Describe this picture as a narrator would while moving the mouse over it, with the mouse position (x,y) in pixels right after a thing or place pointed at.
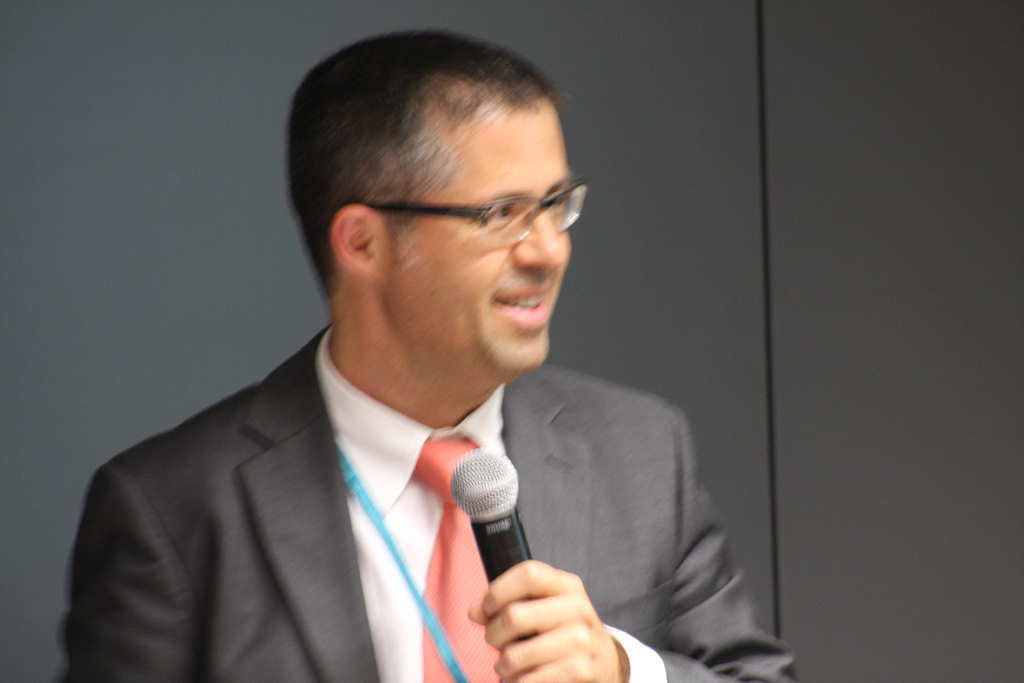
In this picture we can see a man (431,632) who is holding a mike (477,483) with his hand (496,638). He is in suit (324,530) and he has spectacles (507,228).
